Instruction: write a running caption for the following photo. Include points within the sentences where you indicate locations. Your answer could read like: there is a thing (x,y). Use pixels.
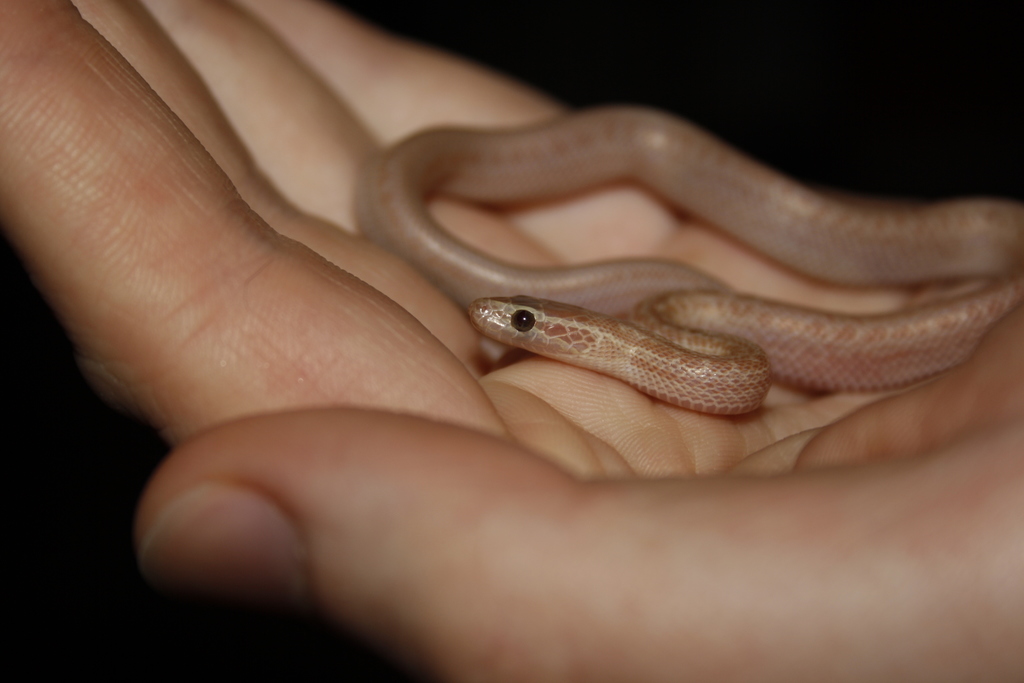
There is a snake (610,282) on the palm (617,462) of the person (717,490). In the background (39,541) it is dark.
